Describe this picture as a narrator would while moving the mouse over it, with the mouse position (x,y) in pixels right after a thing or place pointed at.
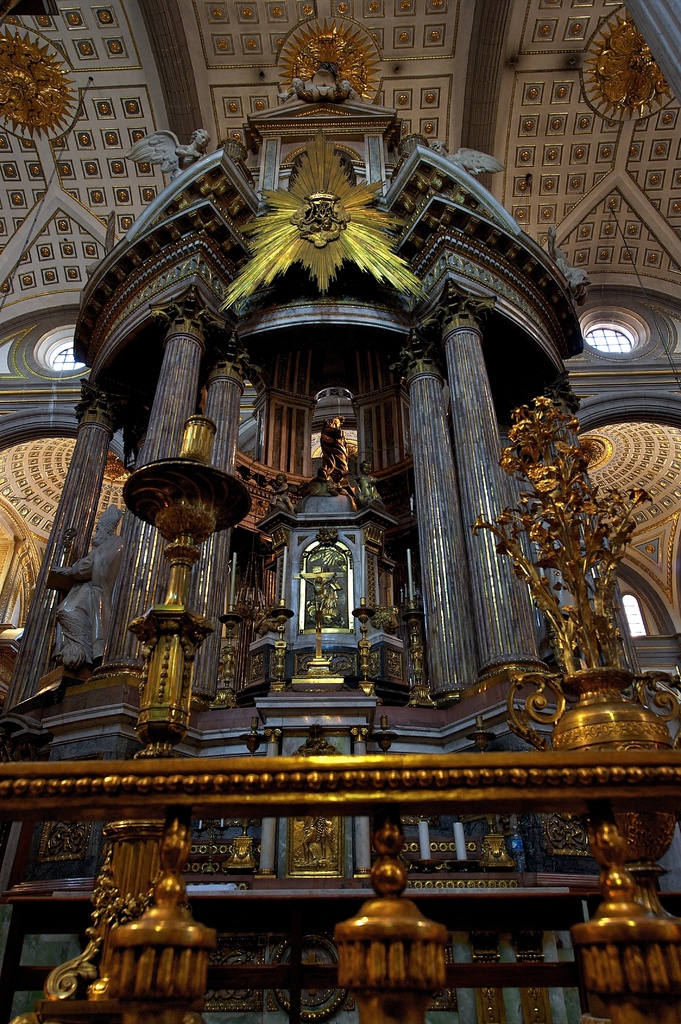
In this image in the center (453,669) there is one altar (36,661), at the bottom (311,777) there is a fence (378,835) which is gold in color and also there are some sculptures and some objects (137,491). At the top (637,288) there is ceiling (82,148) and some objects (631,89).
